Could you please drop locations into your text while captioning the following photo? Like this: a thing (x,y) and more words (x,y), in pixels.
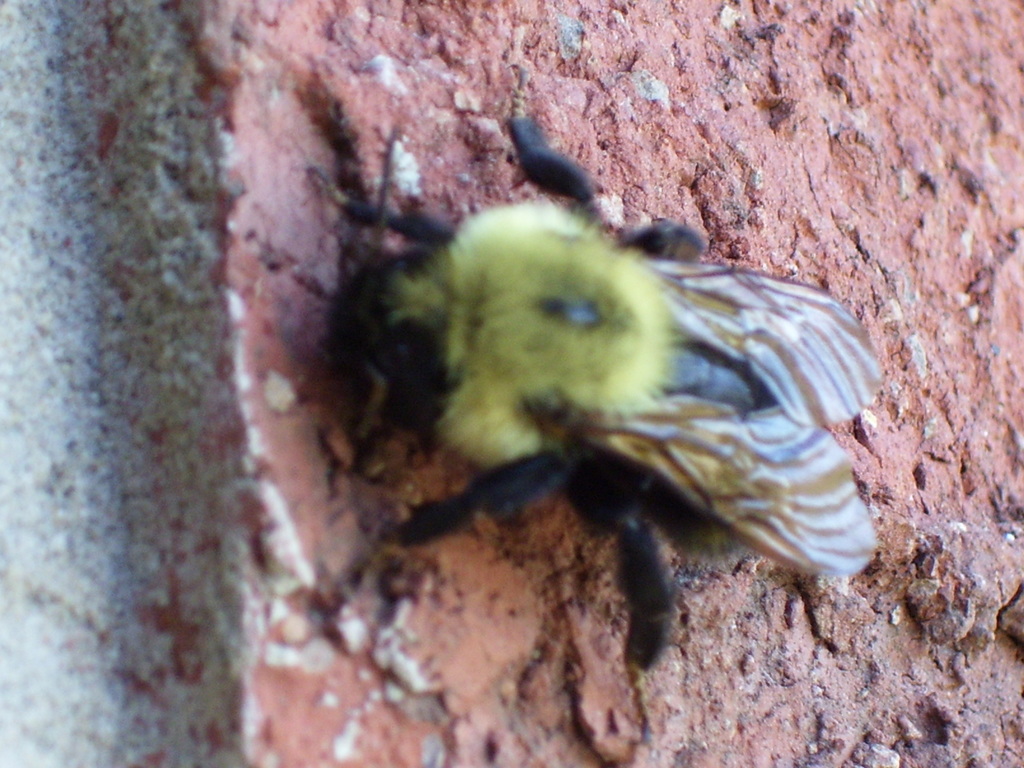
In this image we can see an insect (493,453) on the ground (455,596) where we can see the stones (198,408).
